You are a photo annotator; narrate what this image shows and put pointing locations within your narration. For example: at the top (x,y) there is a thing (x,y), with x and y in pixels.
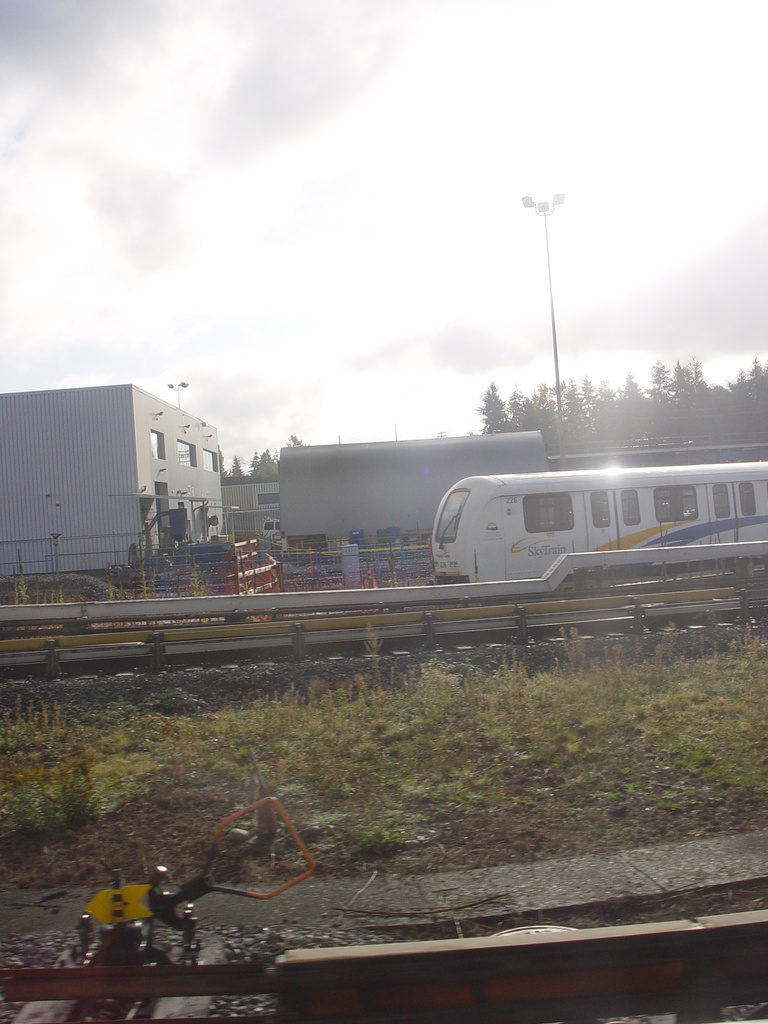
As we can see in the image there is grass (418,707), railway track (421,626), train (532,575), buildings (410,501), trees (233,478) and street lamps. On the top (112,188) there is a sky (176,201).
